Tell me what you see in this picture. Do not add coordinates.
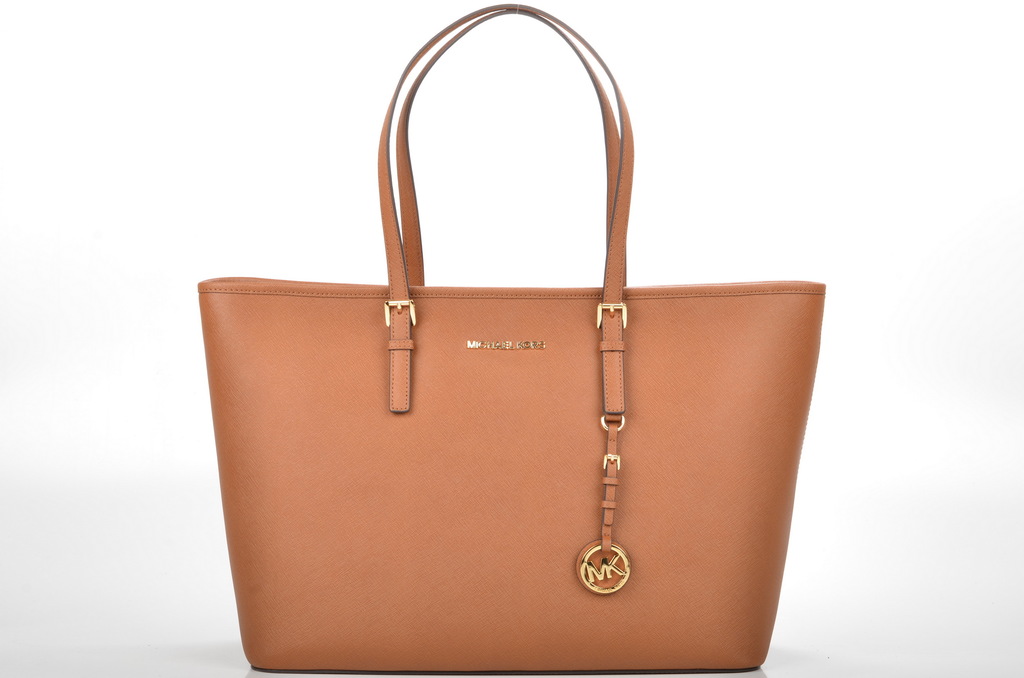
In this image I see a handbag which is of brown in color.
